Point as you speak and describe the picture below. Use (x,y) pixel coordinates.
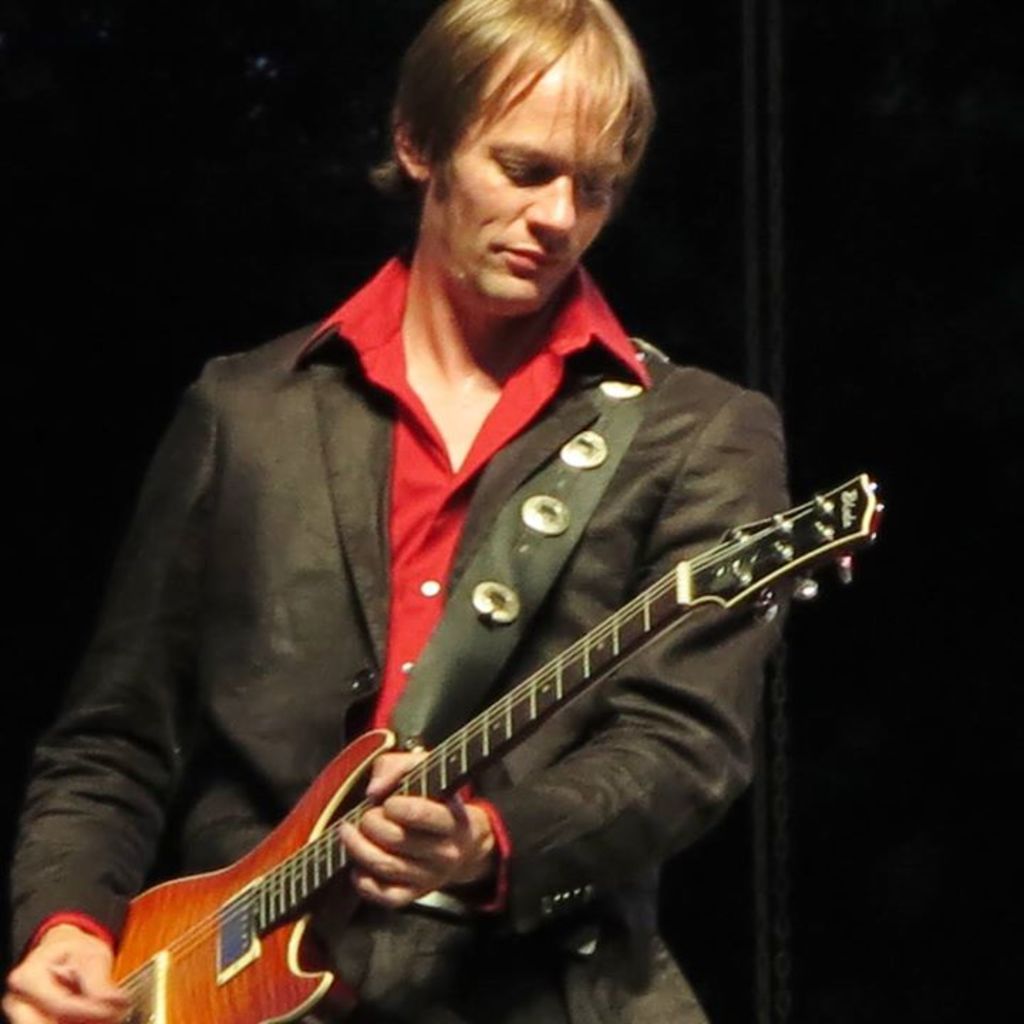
Here we can see a man (84,684) who is playing guitar (162,948). He is in a black suit (283,539) and he is wearing strap (446,690) of the guitar (532,694) and there are badges (658,355).
